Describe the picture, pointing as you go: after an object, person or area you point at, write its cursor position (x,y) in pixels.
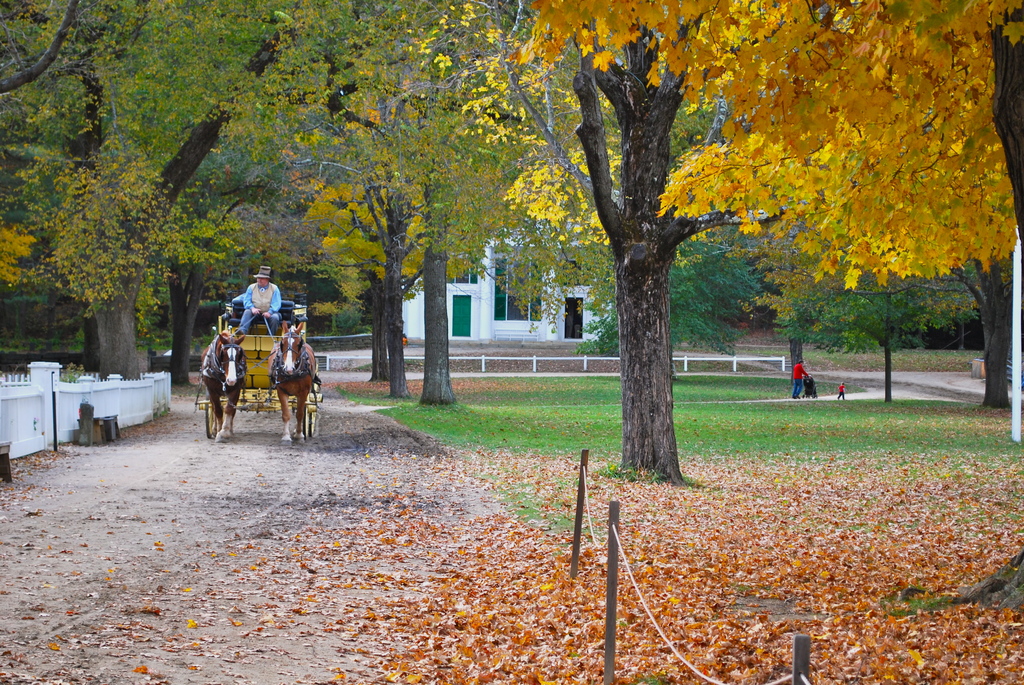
In this image we can see a person (260,304) sitting on the horse cart (267,358), a person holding the baby pram (804,398), a child (840,386), trees (535,294), buildings (453,294), barrier poles (611,609), shredded leaves (763,571), ground (614,452) and poles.
